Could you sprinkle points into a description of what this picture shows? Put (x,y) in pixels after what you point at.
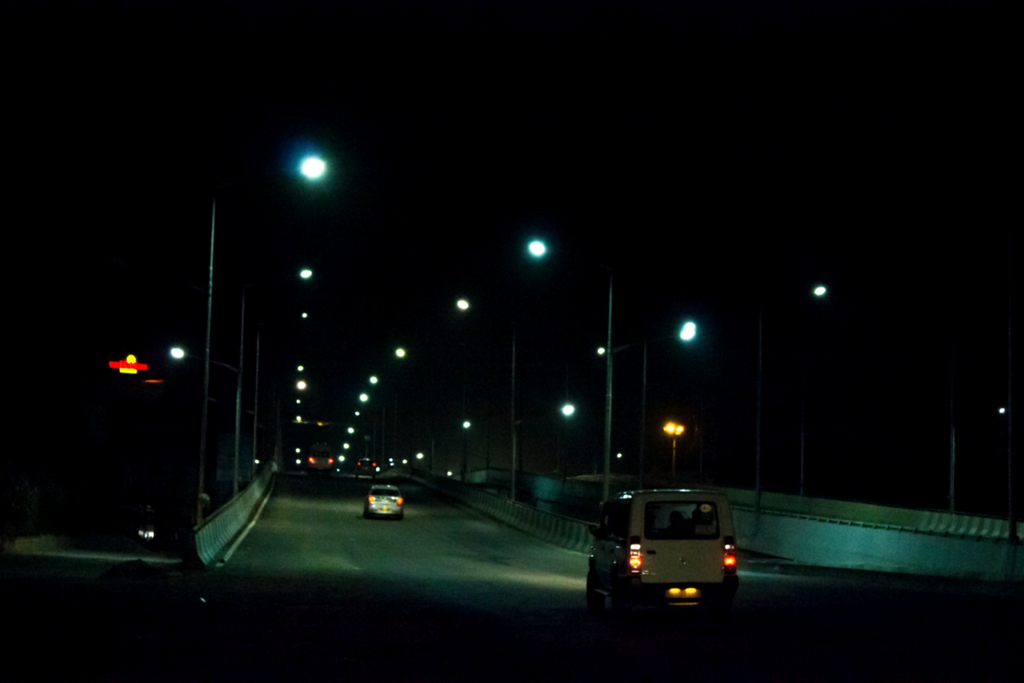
In this image I can see the road (290,564). On the road (308,558) there are many vehicles (634,561). To the side of the road (282,518) I can see many poles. I can also see many lights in the top (302,165). In the background (470,154) there is a sky (334,163) which is in black color.
